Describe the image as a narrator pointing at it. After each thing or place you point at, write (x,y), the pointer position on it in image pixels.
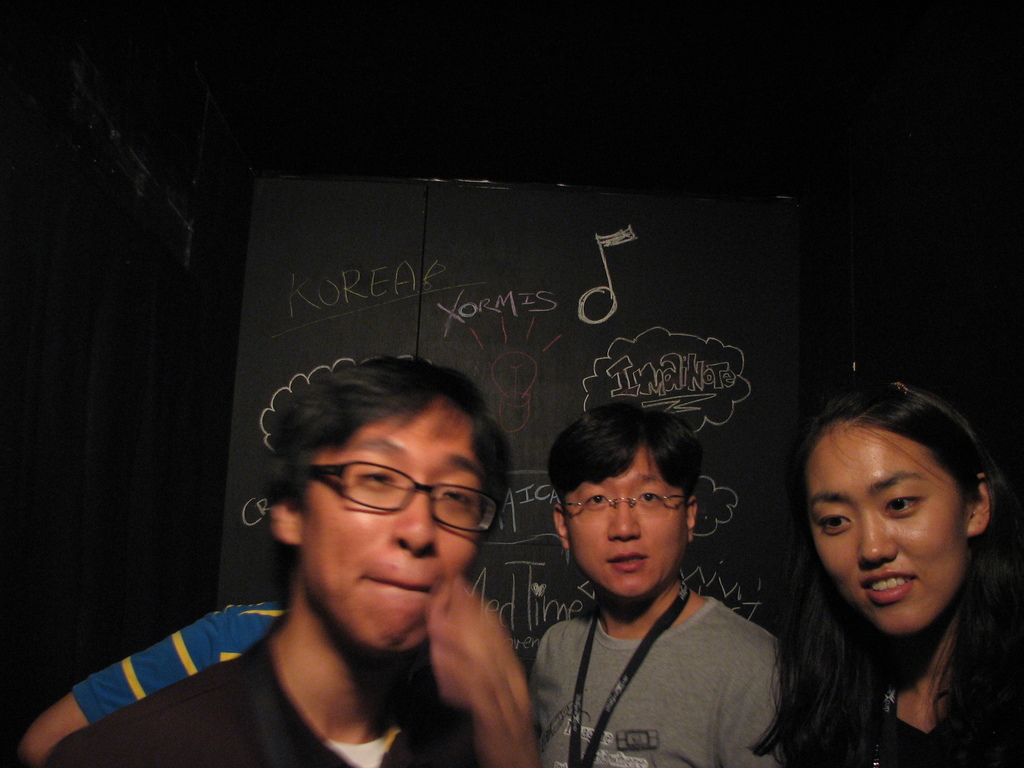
In this picture there is a man (652,590) who is wearing spectacle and t-shirt (622,647). Beside him there is a girl (899,735) who is wearing black dress (897,742). On the left (71,730) I can see a person's shoulder (227,627) who is standing near to the blackboard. In front of him there is a man (410,596) who is wearing spectacle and t-shirt (224,749). At the top (291,90) I can see the darkness (226,227).
